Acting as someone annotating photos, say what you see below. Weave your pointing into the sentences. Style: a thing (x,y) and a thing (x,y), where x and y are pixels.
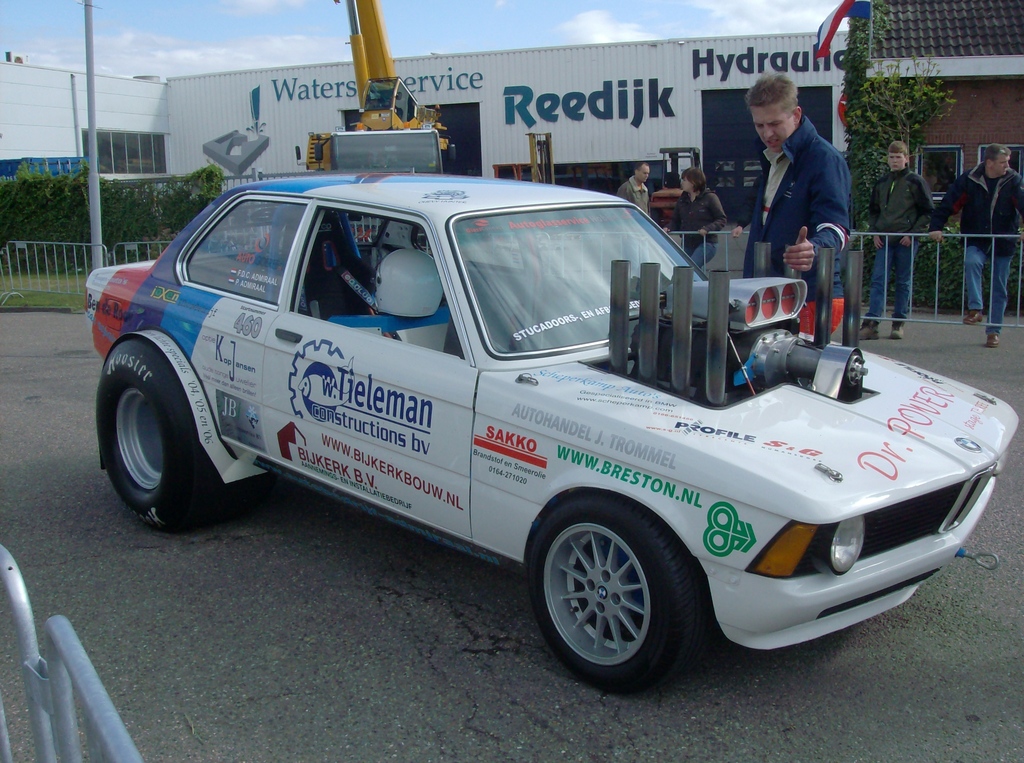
In this image we can see a few people (739,229), there is a car (345,344) on the road (17,450), there are railings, houses (28,157), plants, there is a pole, a flag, also we can see the sky (180,51), and there are text (793,53) on the wall (252,78).
